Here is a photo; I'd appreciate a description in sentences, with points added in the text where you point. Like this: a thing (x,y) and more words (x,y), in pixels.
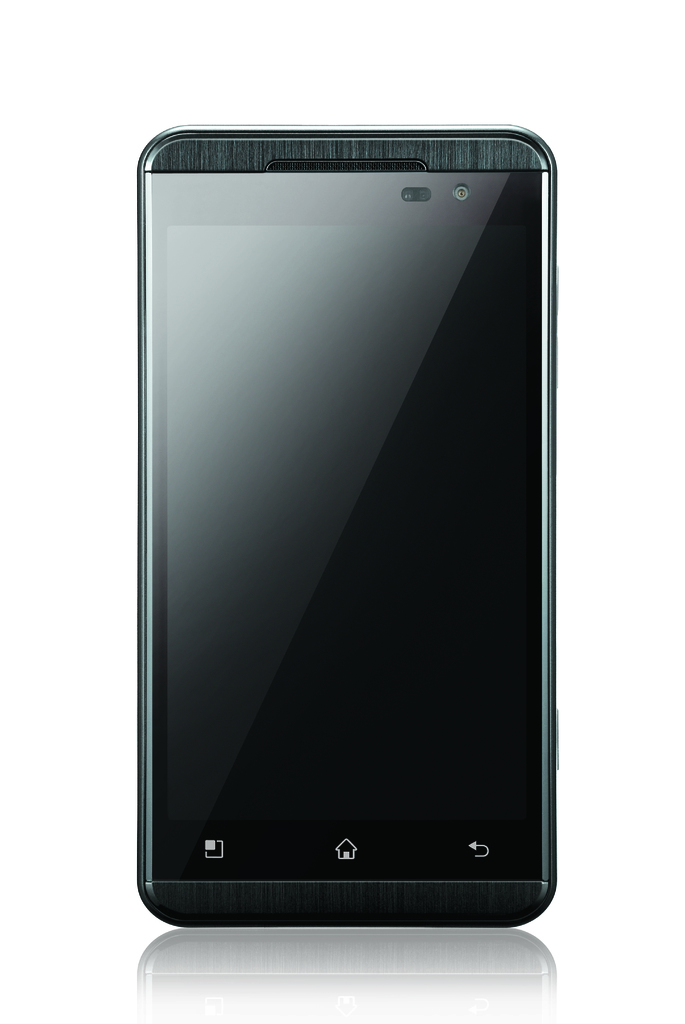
In this image I can see a mobile (409,452) which is black in color and the white colored background (220,74).
